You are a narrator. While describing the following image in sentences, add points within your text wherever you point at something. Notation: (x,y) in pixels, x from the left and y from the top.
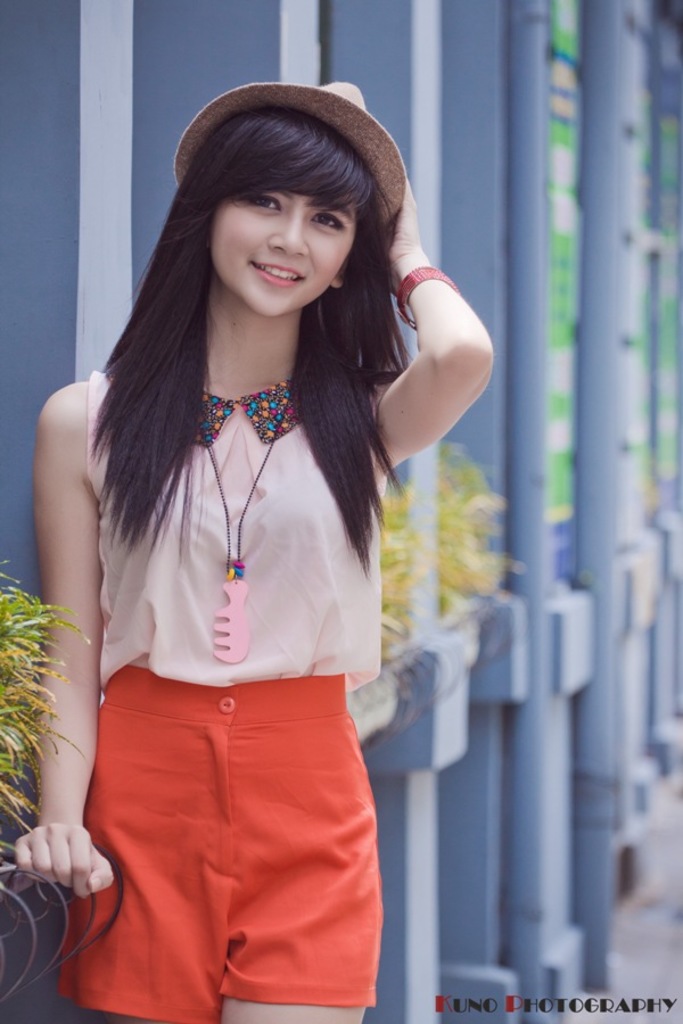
In this image we can see one woman (280,199) with smiling face (257,240) standing, holding an object (93,894), wearing a hat (387,181) and holding it. There are some objects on the bottom left side of the image (99,934), some text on the bottom right side of the image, some objects (424,593) in the background (580,478) looks like poles (624,131), some trees (3,841), one object (26,68) behind the woman (219,290) looks like a wall (44,113) and the background (641,945) is blurred.
